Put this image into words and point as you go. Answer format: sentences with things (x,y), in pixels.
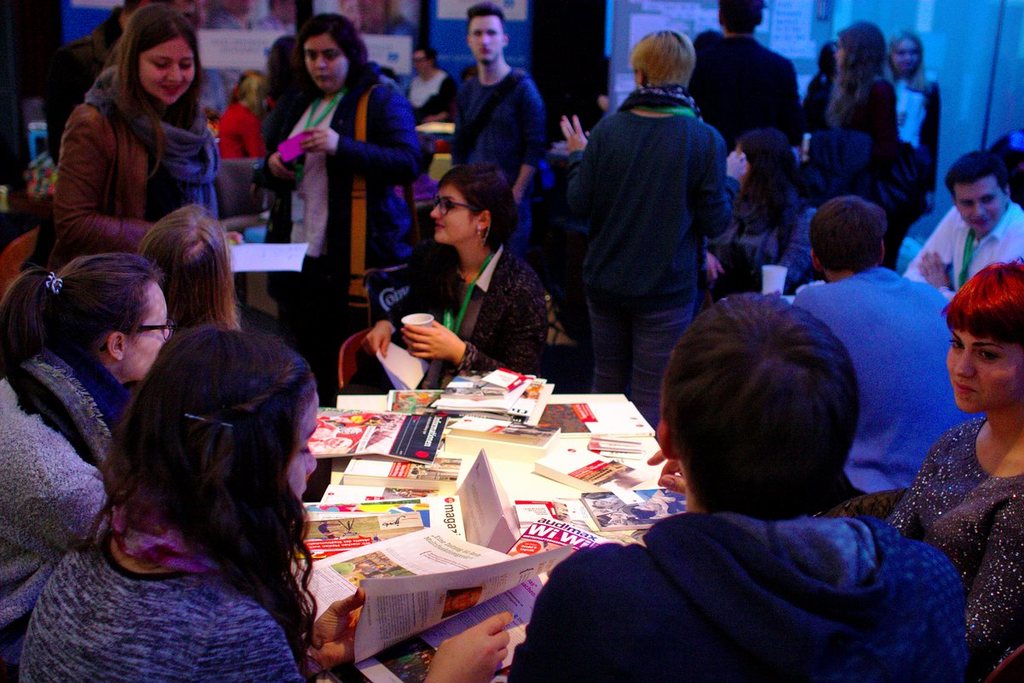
there are so many people (894,579) Standing and sitting behind a table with so many books (428,586) are placed.
